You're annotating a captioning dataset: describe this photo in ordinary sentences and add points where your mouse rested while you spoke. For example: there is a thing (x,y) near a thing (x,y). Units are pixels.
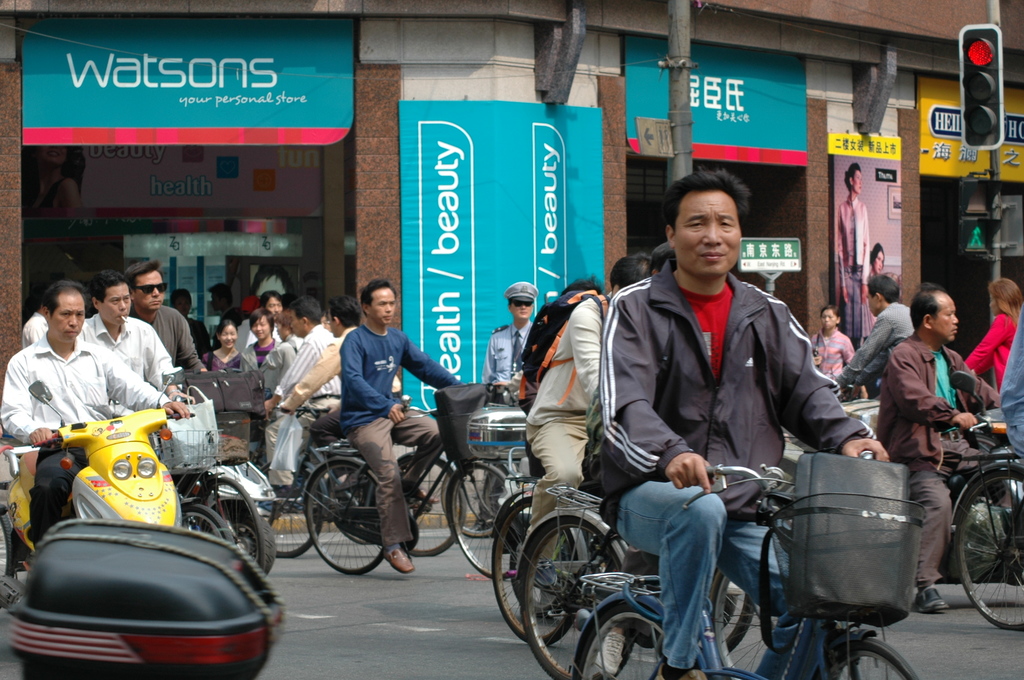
There is a group of people (885,298) who are riding a bicycle (874,638) on the road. There is a man (59,283) riding a motorcycle (164,415) and he is on the left side (158,515). There is a traffic signal pole (994,220) on the right side (997,104).
